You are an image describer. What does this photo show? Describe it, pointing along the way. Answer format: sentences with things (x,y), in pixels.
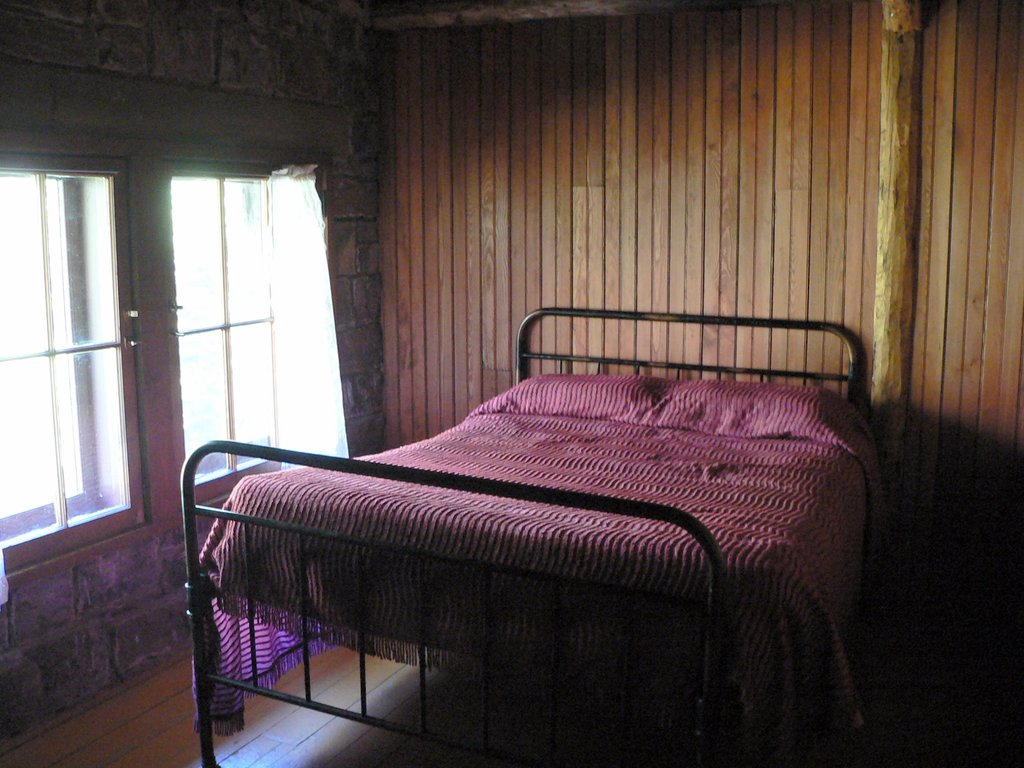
In this picture I see the inside view of a room (519,153) and I see the bed (349,492) in front of this image and on the left side of this image (42,266) I see the windows (203,317) and in the background (420,213) I see the wall (650,240).
